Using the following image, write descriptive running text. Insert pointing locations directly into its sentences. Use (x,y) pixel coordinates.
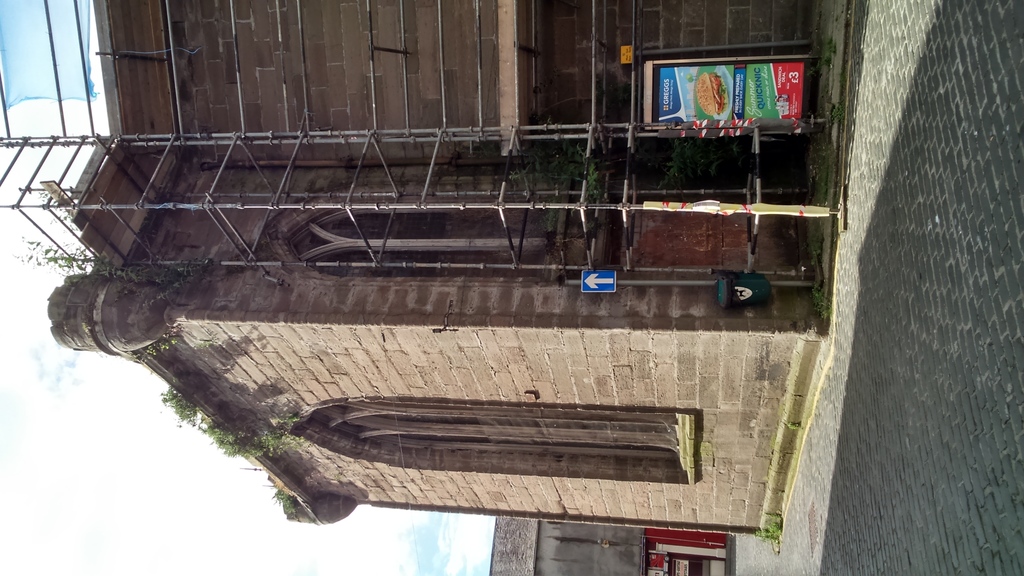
This is tilted image, on the right side (997,100) there is pavement (948,496), at the top (110,86) there is a building (350,456), in the bottom left (58,504) there is the sky (89,488).
